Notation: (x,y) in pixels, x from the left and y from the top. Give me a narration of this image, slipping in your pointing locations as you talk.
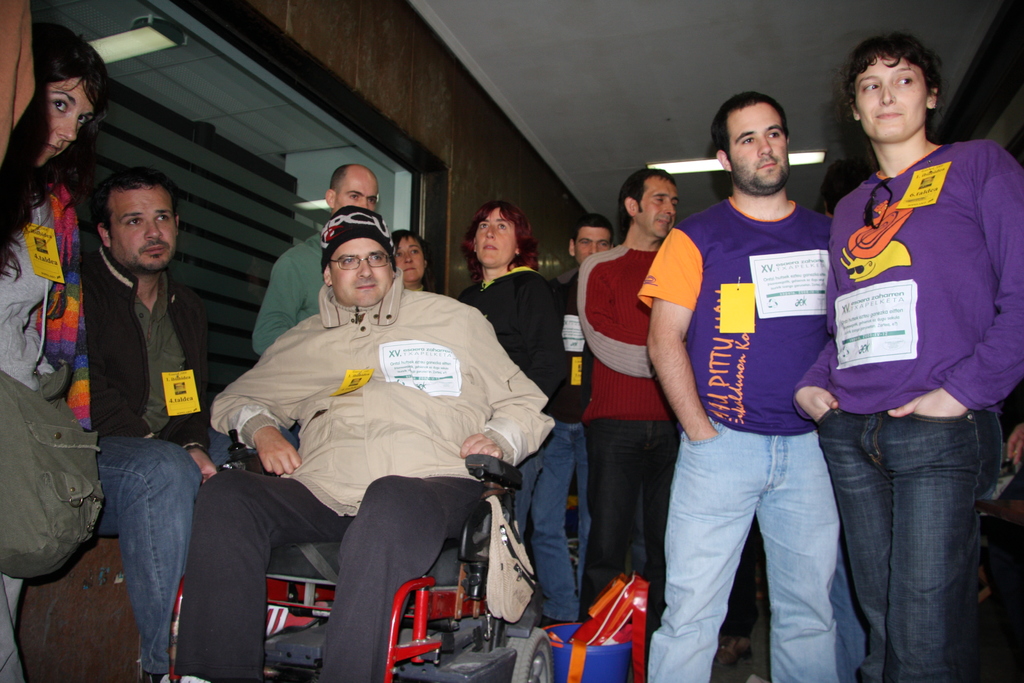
In this image we can see few persons (716,353) and a person (441,440) is sitting on a wheel chair (473,520). Behind the persons (354,167) we can see a wall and a glass (374,162). At the top (583,108) we can see the roof (615,99) and a light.
